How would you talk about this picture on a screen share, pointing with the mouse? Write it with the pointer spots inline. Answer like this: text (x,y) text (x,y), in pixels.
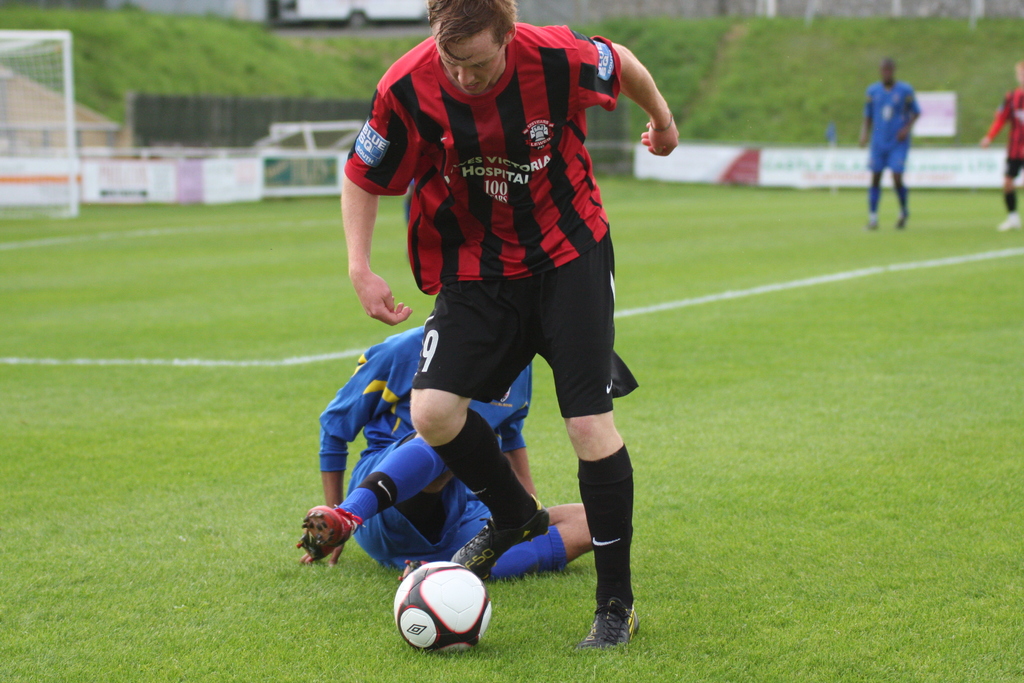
The man (476,225) in the red T-shirt (447,237) is kicking the ball (448,608) which is in white color. Behind him, we see a man (376,423) in blue T-shirt (370,432) is sitting on the floor (291,545). I think they are playing football. At the bottom of the picture (196,551), we see grass (212,250). On the left side (26,153), we see a net (63,193) and beside that, we see a white board (118,186). We see people (897,106) standing on the ground (773,262). In the background (340,111), we see a wall (260,11) and a white vehicle (319,12).
